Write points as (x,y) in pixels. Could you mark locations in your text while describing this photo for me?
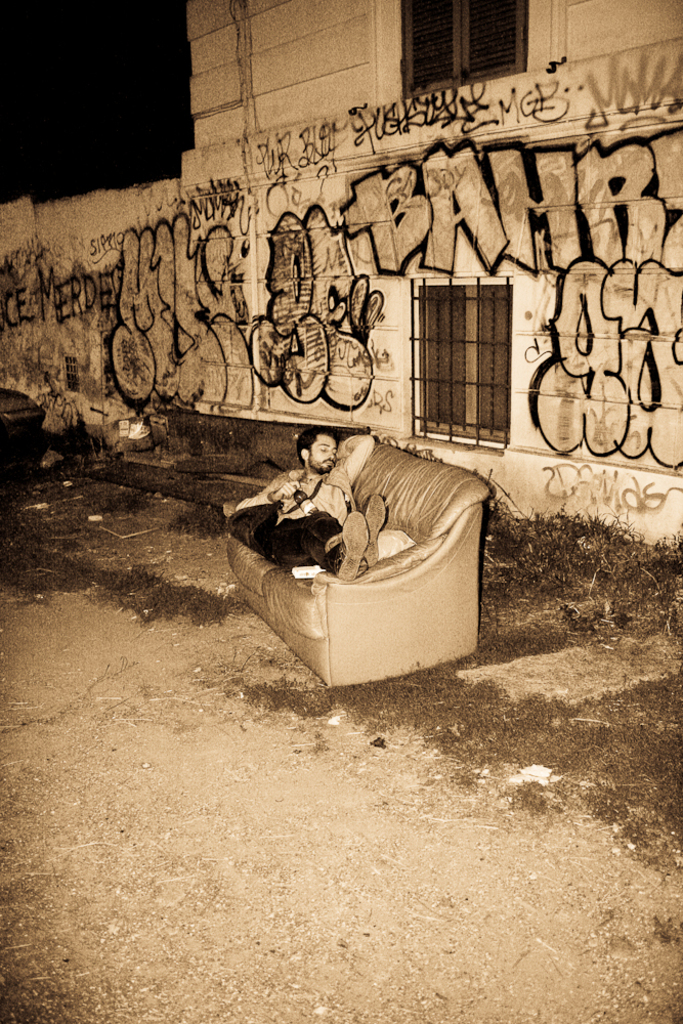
In this image I can see a sofa (393,491) and on it I can see a man (297,525) is lying. I can also see he is holding a bottle like thing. In the background (289,139) I can see the wall (354,286) and on it I can see something is written. I can also see this image is brown and white in colour.
